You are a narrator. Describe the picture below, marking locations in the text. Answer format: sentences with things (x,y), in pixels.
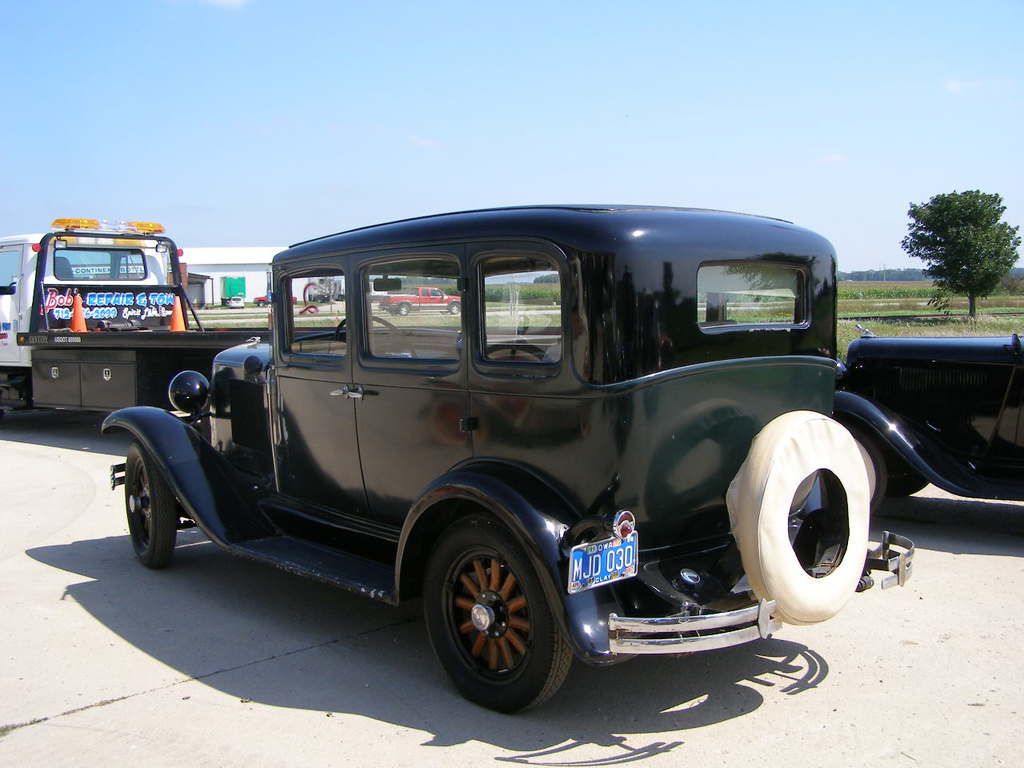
This picture is taken from outside of the city. In this image, in the middle (589,286), we can see a black color car (730,457) is placed on the road (476,718). On the right side (845,371), we can also see one edge of a vehicle (1023,425). On the right side (923,215), we can also see a tree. On the left side (113,281), we can also see another vehicle (127,390), building (213,291), door (228,284). In the background (423,283), we can see some vehicles (234,300), trees (918,275), plants (889,293). At the top (543,140), we can see a sky (593,135), at the bottom (961,519), we can see a shadow (460,718), we can also see land (594,707) at the bottom (950,700).
